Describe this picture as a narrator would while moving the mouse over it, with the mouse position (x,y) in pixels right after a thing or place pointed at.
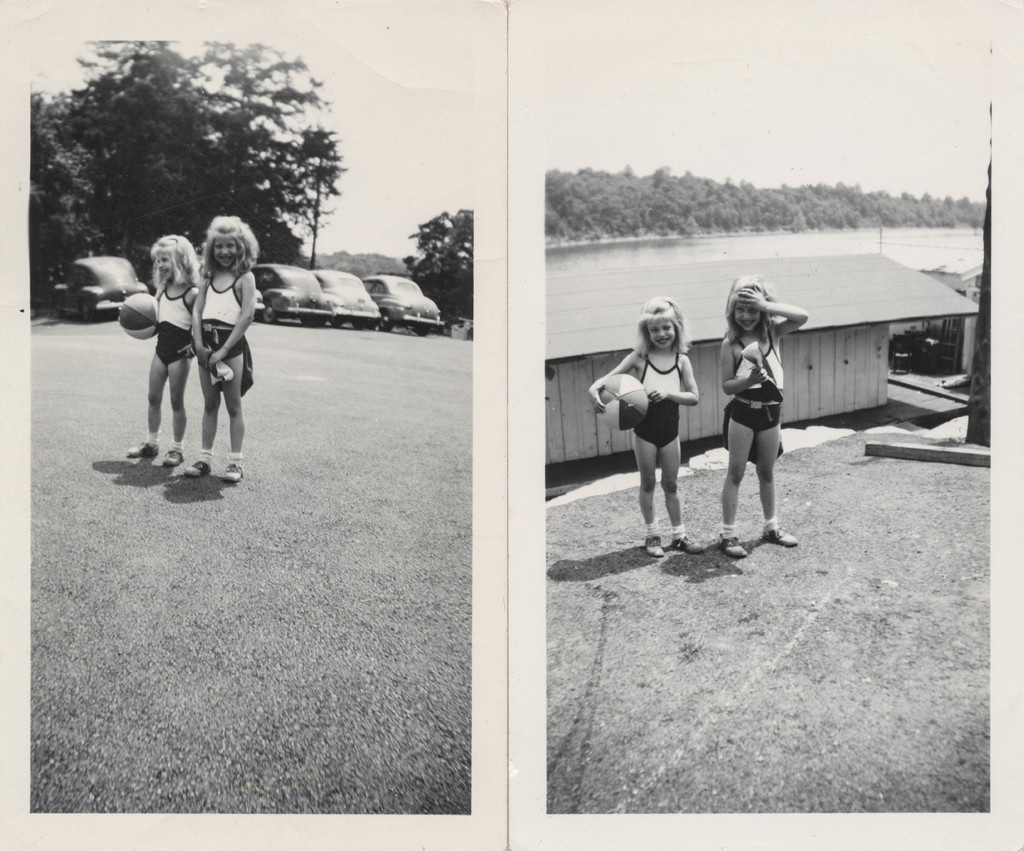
There are two images. In the first image, we can see there two girls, smiling and standing on a road (285,450). One of them is holding a ball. In the background (450,311), there are vehicles (135,284), trees (462,267) and there are clouds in the sky (462,126). In the second image, we can see there are two girls (746,303) smiling and standing on a road (809,456). One of them is holding a ball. Behind them, there is a shelter (800,335). In the background (844,214), there are trees (874,210), water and there are clouds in the sky (948,161).
